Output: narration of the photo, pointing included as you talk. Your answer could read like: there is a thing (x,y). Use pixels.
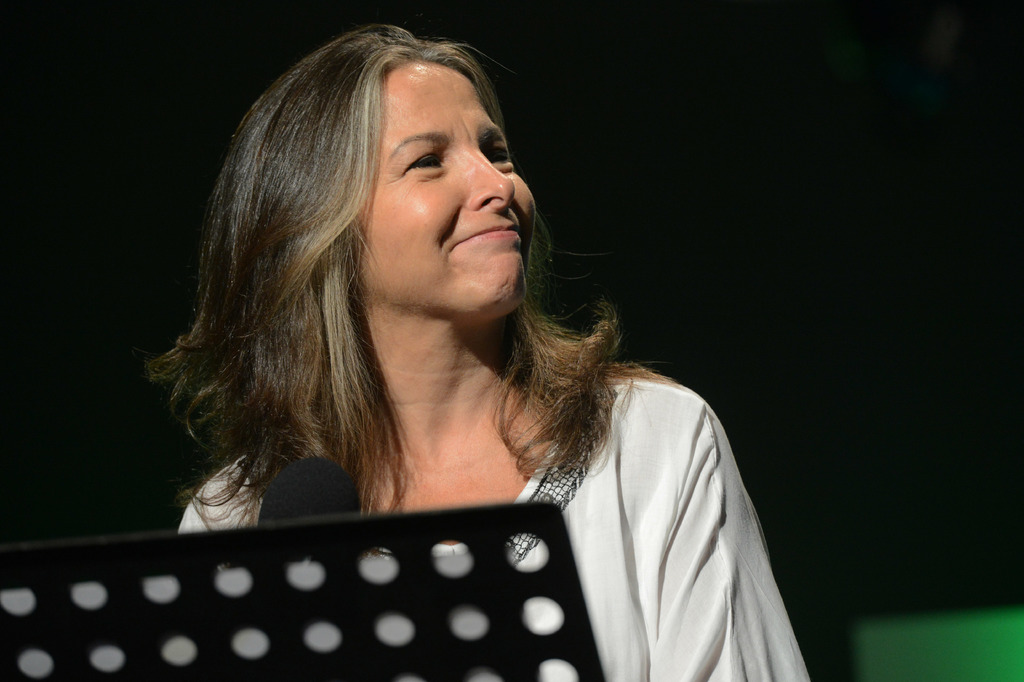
In this image we can see a woman (458,385). In front of the women (317,418) we can see a mic (303,511) and a metal object (289,594). The background of the image (924,171) is dark.
